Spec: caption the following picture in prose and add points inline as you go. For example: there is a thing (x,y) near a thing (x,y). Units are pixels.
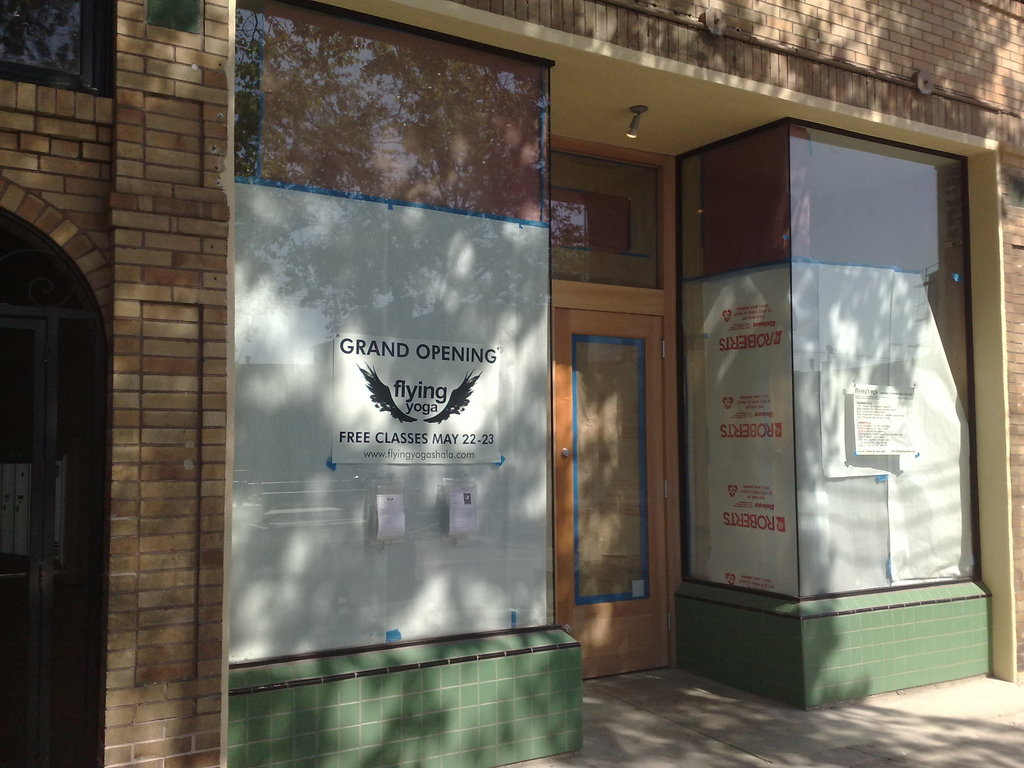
In this picture I can see few papers (389,463) on the boards (328,490), there is a door (585,310) in the middle (579,507), at the top (644,103) there is a light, it looks like a building (547,469).
